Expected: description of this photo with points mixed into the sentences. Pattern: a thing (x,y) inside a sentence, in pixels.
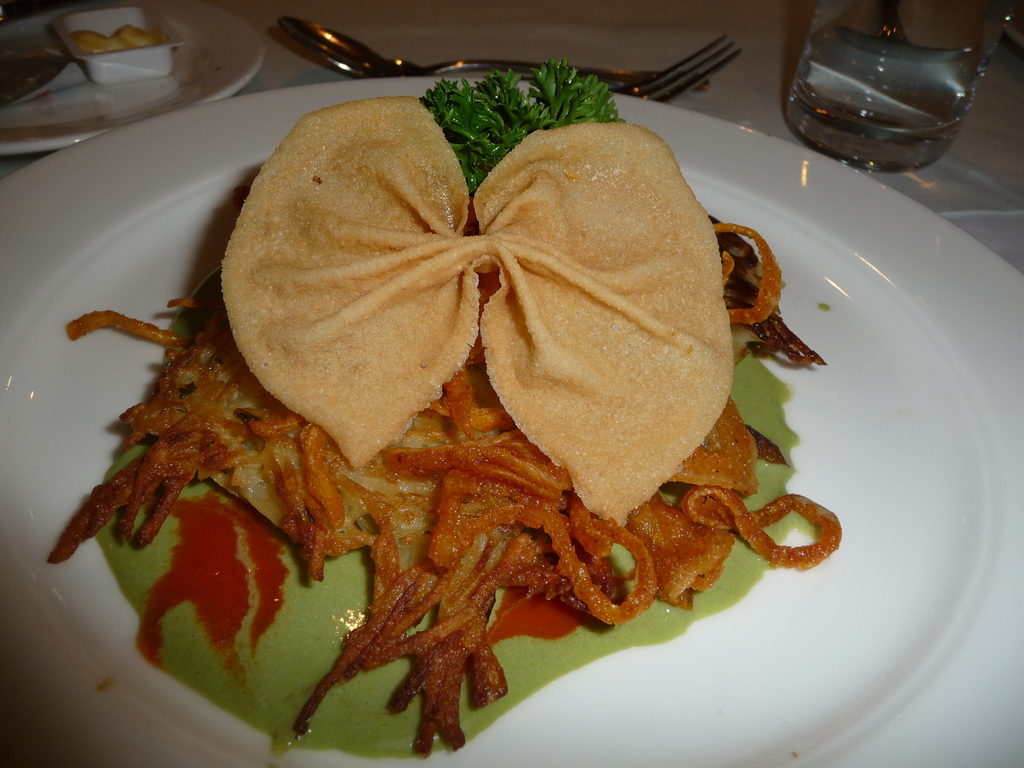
In this image I can see food (335,593) which is in cream and brown color in the plate (840,654) and the plate (920,560) is in white color.
